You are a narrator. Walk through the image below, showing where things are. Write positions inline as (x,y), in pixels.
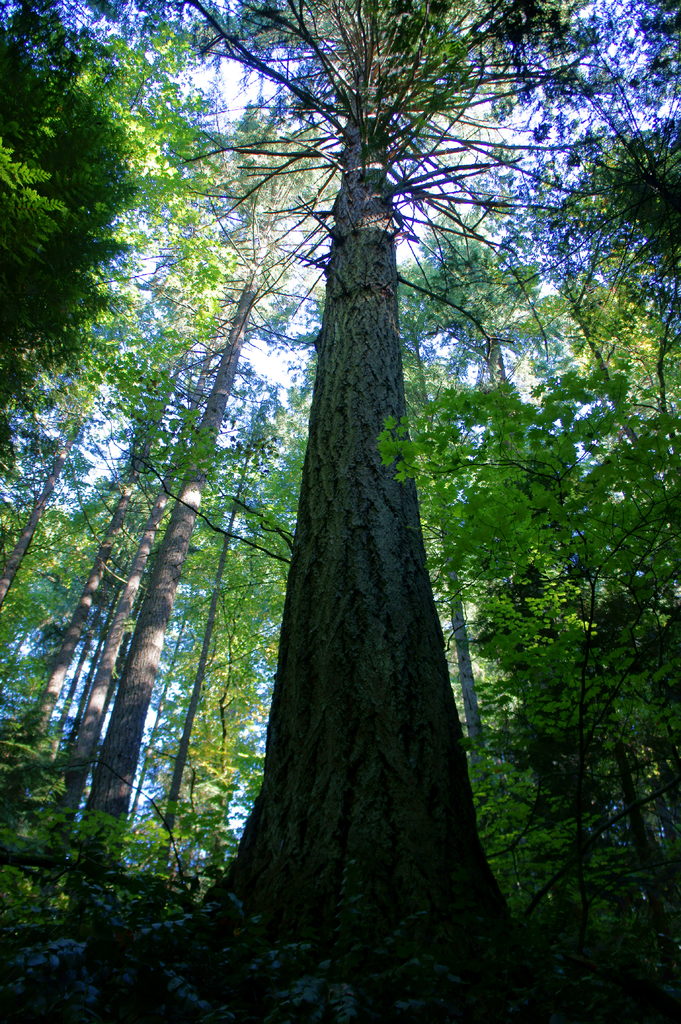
In this image we can see many trees (419,487). There is a sky (210,61) in the image.
